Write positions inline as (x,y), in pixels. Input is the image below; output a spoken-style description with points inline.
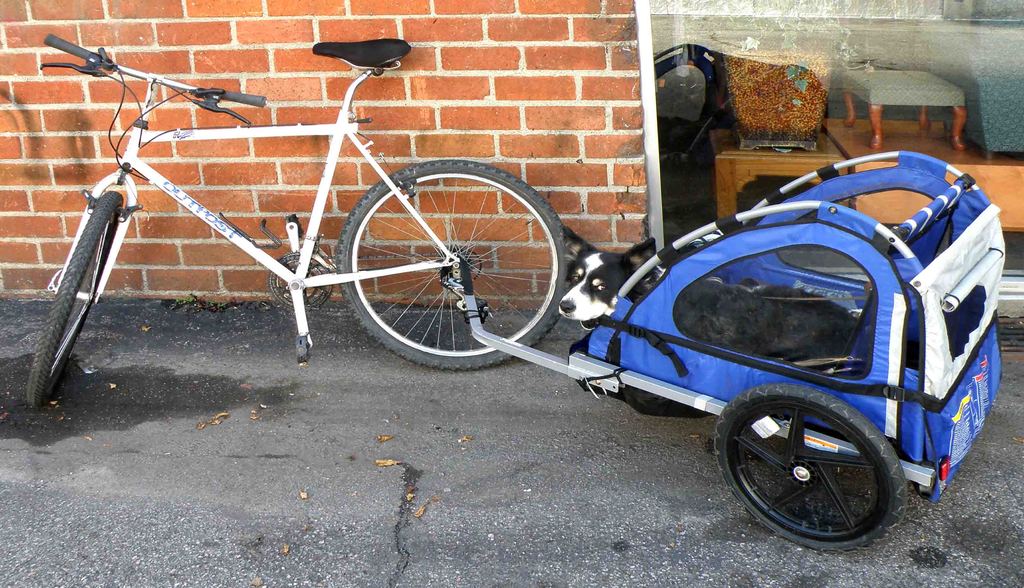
In this image in the front (457,259) there is a cart (835,360) and there is a dog (699,326) sitting in the cart (783,360) and there is a bicycle (403,268). In the background (446,184) there is a wall (565,79) and there is a glass (829,139), behind the glass (798,90) there is a stool (899,92) and there is an object (778,108) which is brown in colour and there are tables (776,158) and on the tables (859,147), there is sofa (1000,105), stool (936,99) and object (785,103). In the front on the ground (190,458) there are dry leaves (412,491).
